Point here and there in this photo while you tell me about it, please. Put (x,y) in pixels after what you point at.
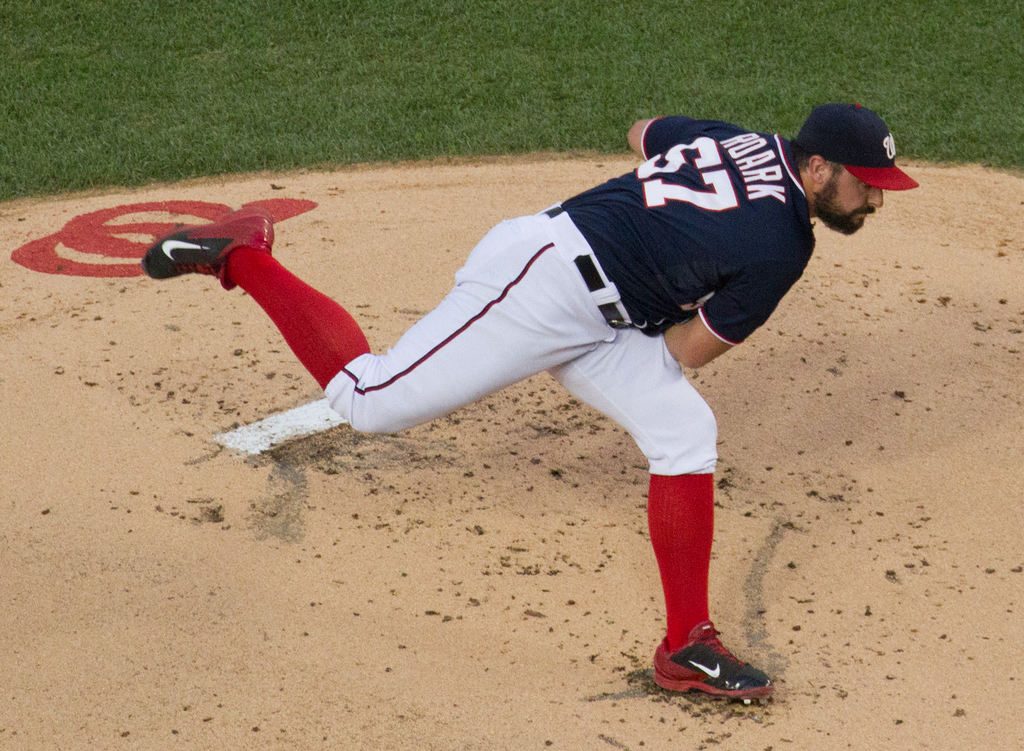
This image is taken in a playground (402,569). In this image we can see a player (624,260) with a cap (835,153). In the background (796,124) we can see the grass (353,37) and also the sand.
